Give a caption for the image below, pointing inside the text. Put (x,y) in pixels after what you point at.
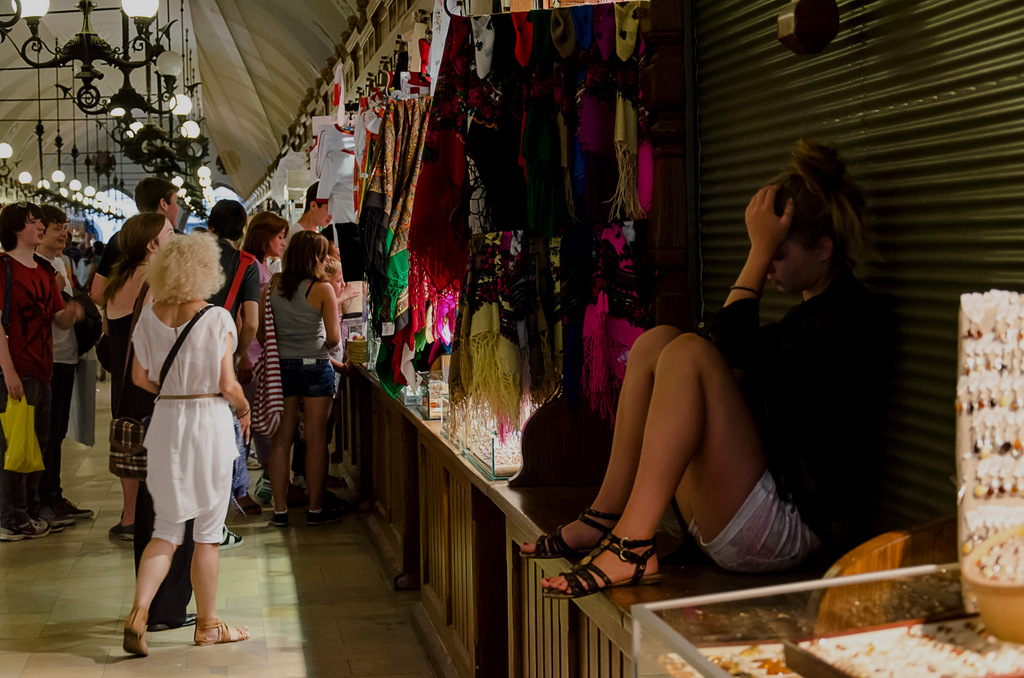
In this image there are few people (123,264) visible in front of shop (495,232), in the shop (687,206) there are few clothes (340,118) hanging through hanger (381,81) on the right side (711,389) there is a woman (773,369) sitting in front of shutter (873,210) on the bench (513,541) there are some racks (1004,407), on which there are some hangings (1021,334) visible, in the top left corner (78,94) there are some lights (158,112) visible.
